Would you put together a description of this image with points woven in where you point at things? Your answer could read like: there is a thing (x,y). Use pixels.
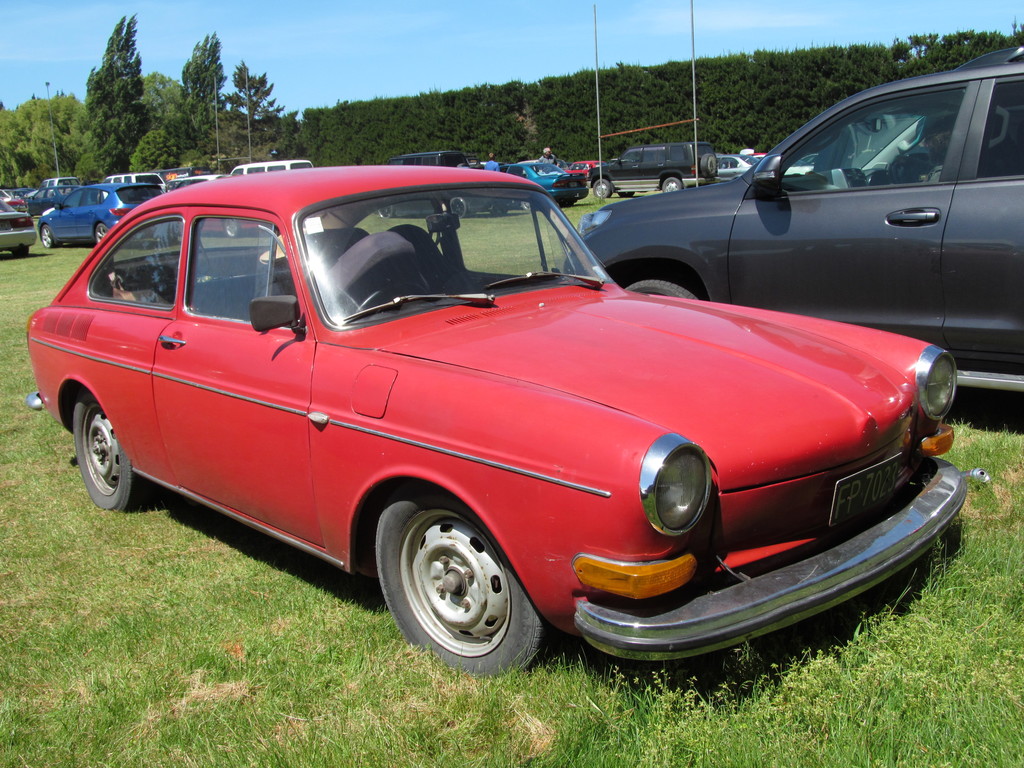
In this picture we can see there are some vehicles (266,236) parked on the grass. Behind the vehicles (494,175) there are people (545,159), poles (600,118), trees (447,123) and the sky (442,42).
